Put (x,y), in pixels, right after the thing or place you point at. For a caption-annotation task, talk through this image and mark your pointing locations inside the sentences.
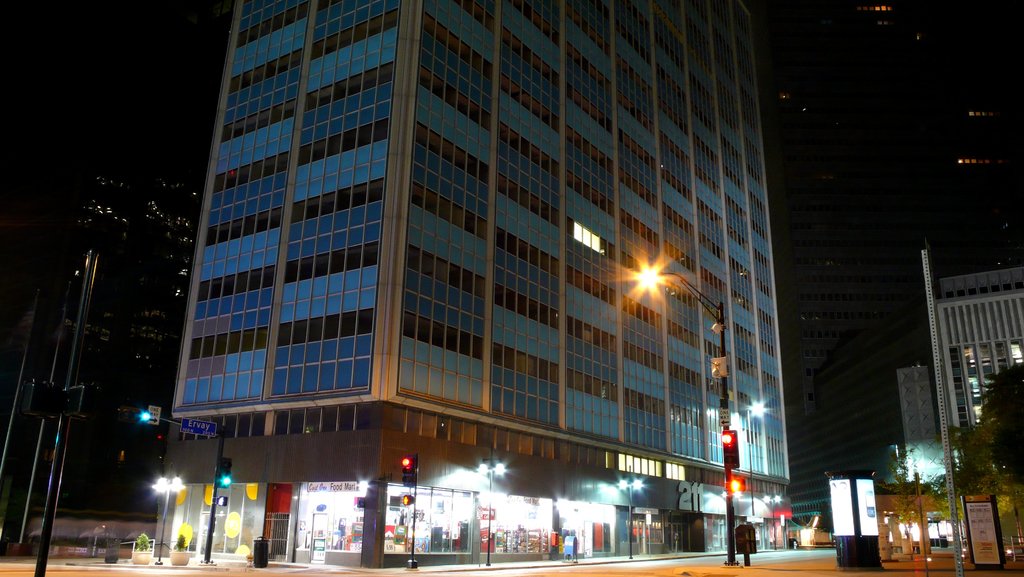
In this image, I can see the buildings (617,342), a street light (676,277) and traffic lights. At the bottom of the image (354,515), I can see the shops (510,528) with glass doors (521,540). On the right side of the image (980,474), there is a tree (985,487) and a pole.
